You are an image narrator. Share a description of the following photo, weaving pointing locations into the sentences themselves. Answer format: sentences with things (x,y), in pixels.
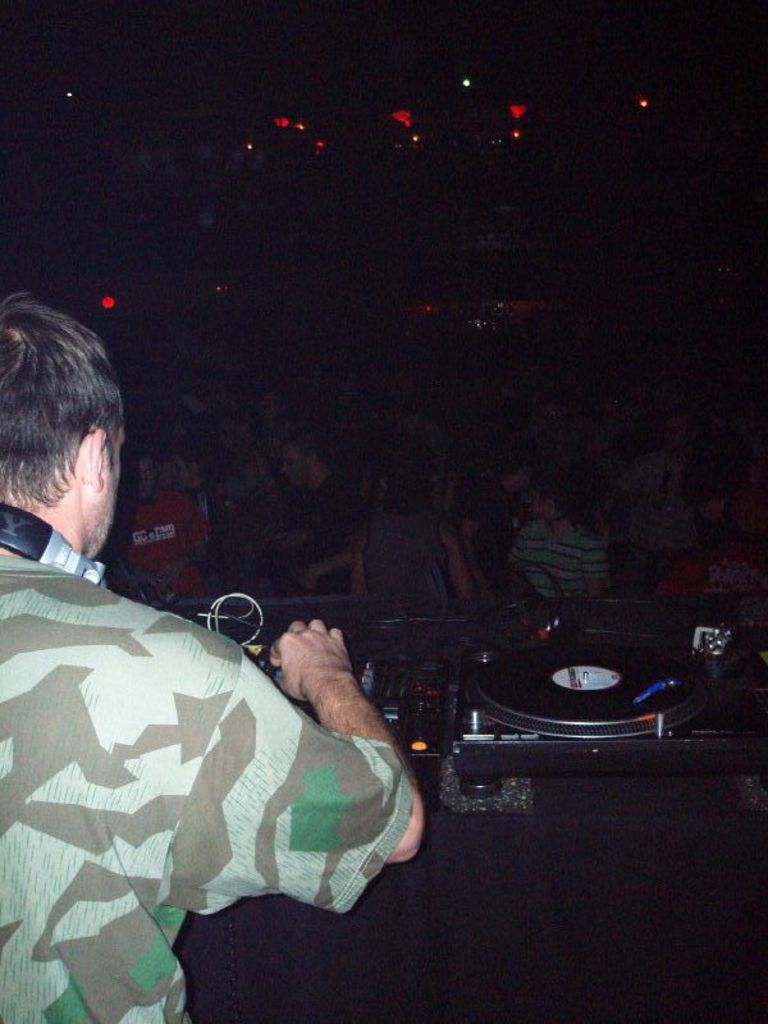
In this image there is a person (156,670) playing music with the music system (425,715) which is in front of him and there are a few people (391,486) standing. The background (571,210) is dark.
